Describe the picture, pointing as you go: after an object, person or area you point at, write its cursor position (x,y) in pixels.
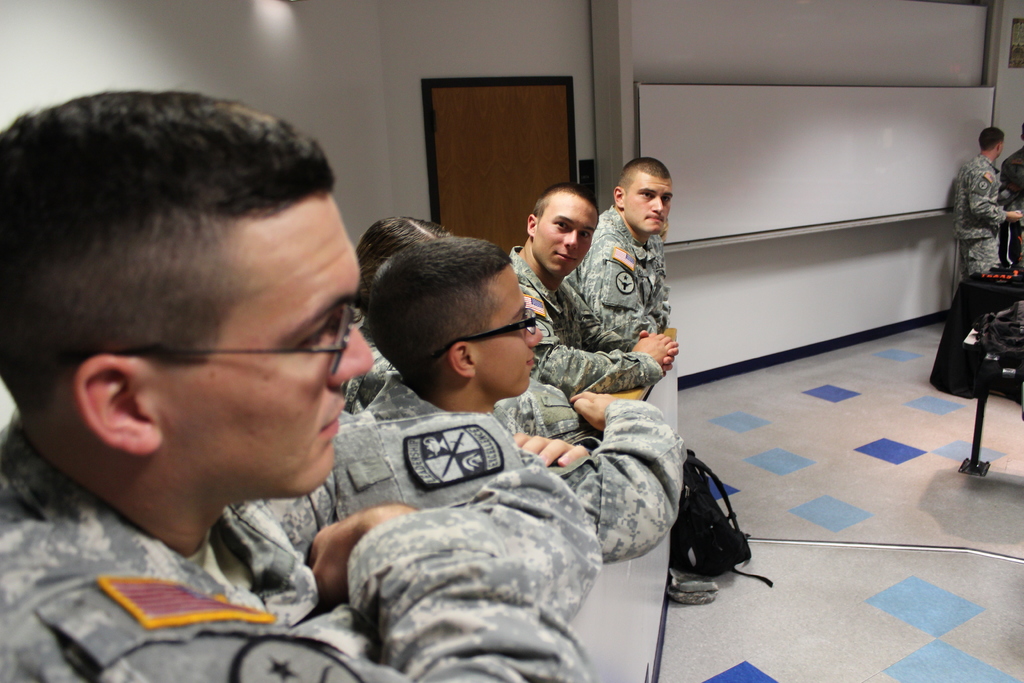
In this image there are people (543,501) sitting near a wall (621,574), in the left (314,664) there is a person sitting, in the background (212,13) there a wall (895,251) to that wall (303,6) there is a door (494,153) and a white board (840,84).
